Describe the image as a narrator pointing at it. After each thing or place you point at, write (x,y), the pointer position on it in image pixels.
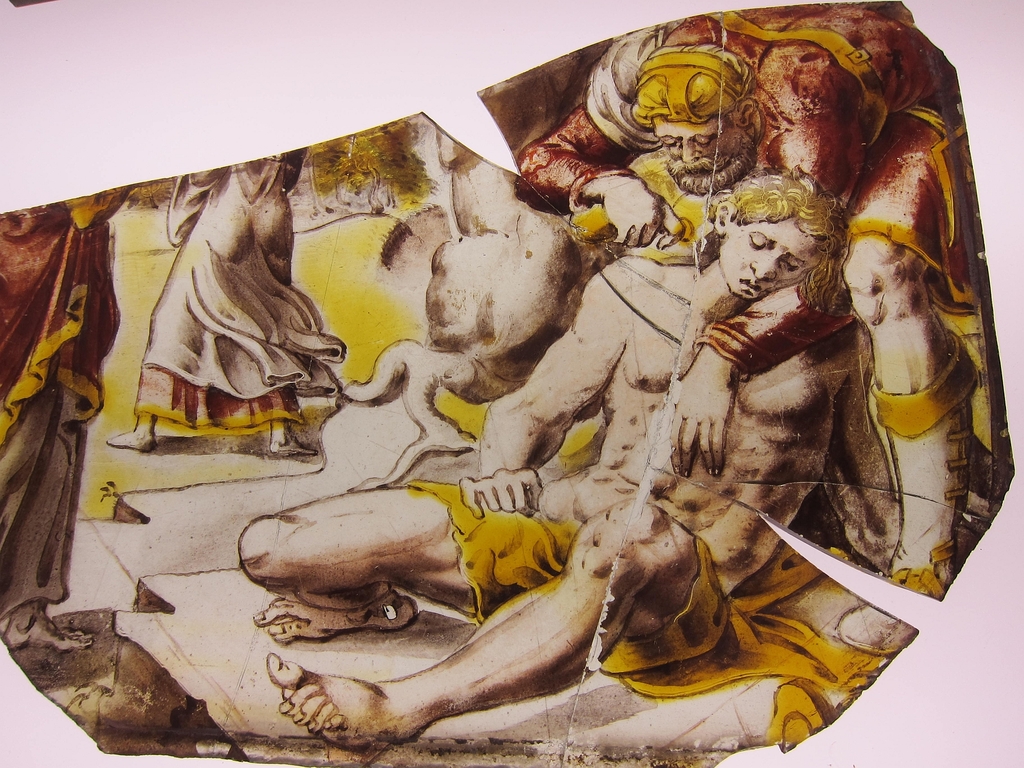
In the picture I can see an art (327,383) or a painting (429,666) which is in yellow and cream color on which we can see a few people (555,418).
